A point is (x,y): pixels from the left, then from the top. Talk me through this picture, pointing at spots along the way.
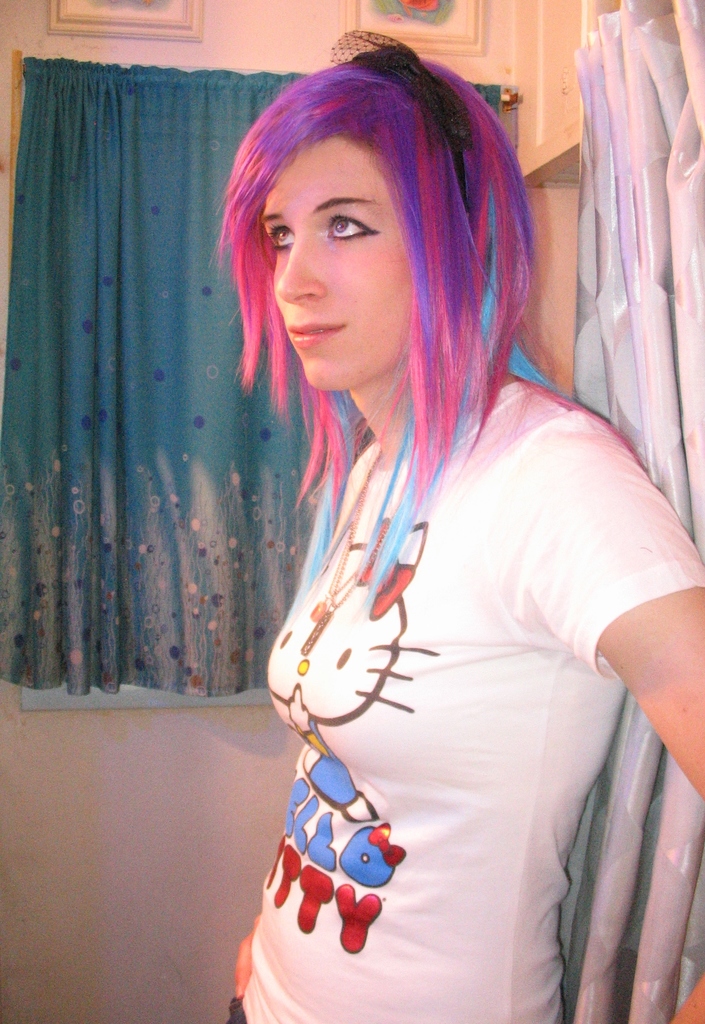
In this image I see a woman (316,787) and she is wearing white t-shirt (492,493) and I see words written and I see the colorful hair (427,257). In the background (154,43) I see the wall (10,6) and I see 2 photo frames (51,19) over here and I see the curtain (8,553) over here and I can also see another curtain (624,219) over here.
